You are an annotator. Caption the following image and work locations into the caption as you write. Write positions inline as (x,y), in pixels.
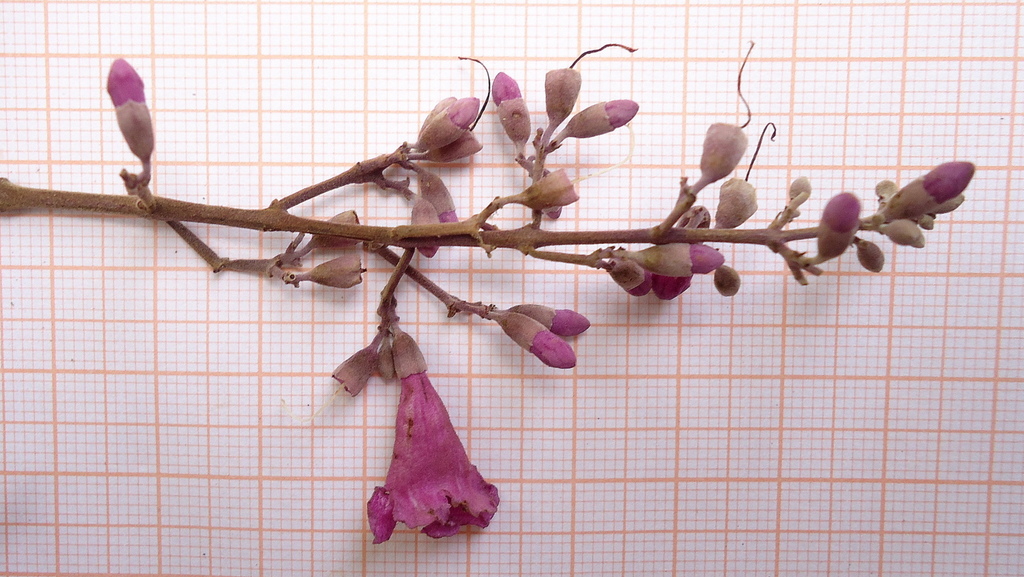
In this image, I can see a stem (419,276) with a flower (435,418) and buds (675,280). In the background (530,32), It is looking like a paper (771,426).
